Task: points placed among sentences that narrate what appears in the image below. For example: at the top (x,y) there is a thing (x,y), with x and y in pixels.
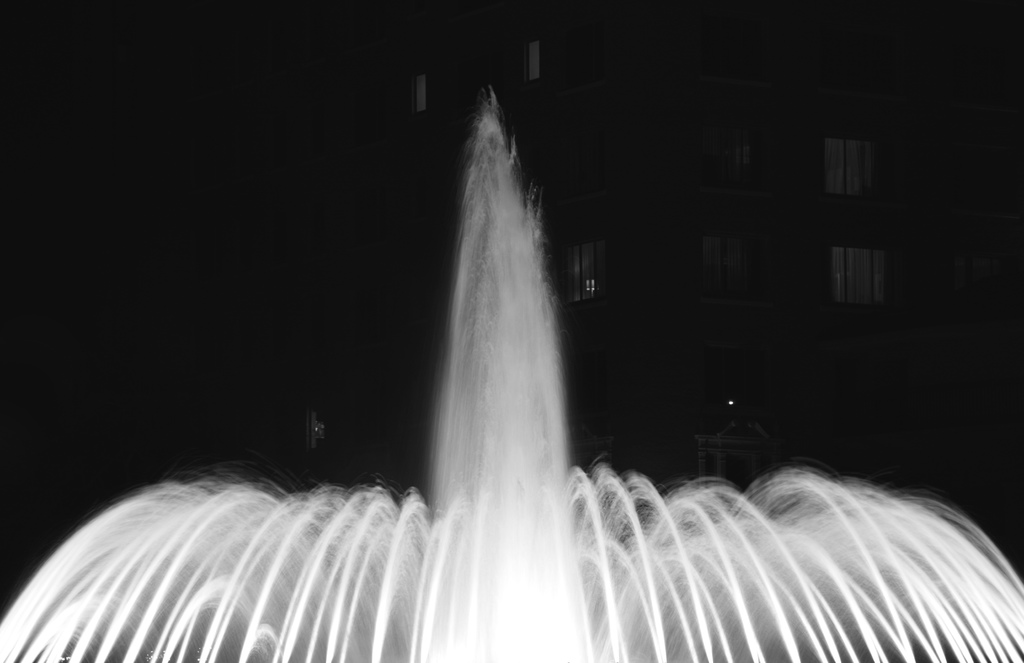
At the bottom of the picture (552,551), we see the fountains (536,517). In the background (374,260), it is black in color. This picture might be clicked in the dark.
